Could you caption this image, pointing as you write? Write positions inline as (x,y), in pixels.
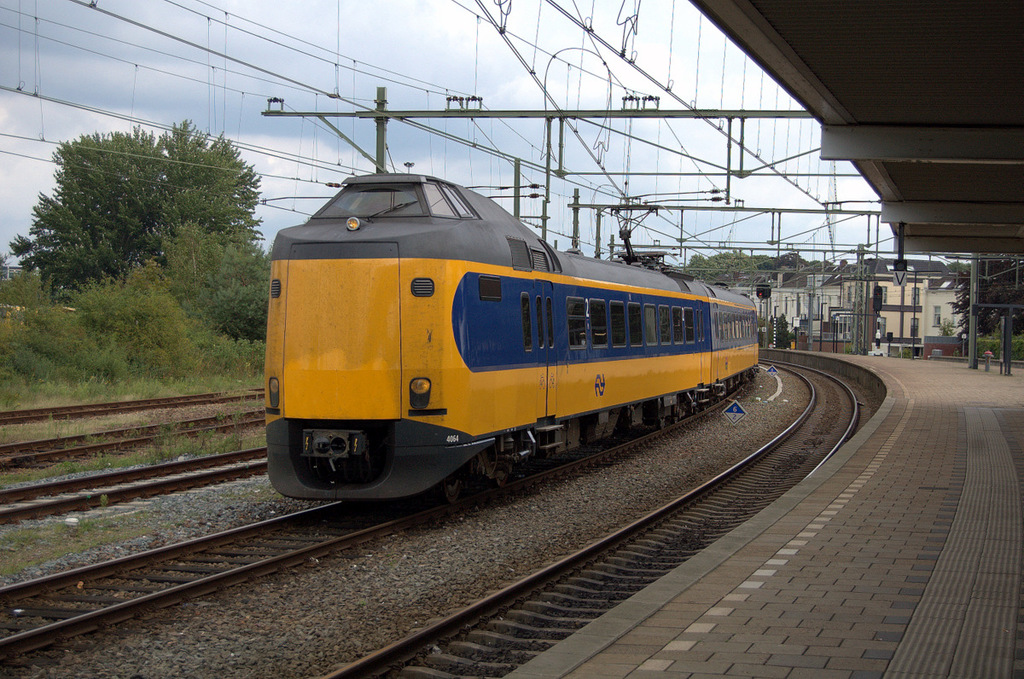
In this picture we observe a yellow train (350,370) which is on the track (714,410) and in the background (250,219) we observe trees (257,296) and there are cables (622,191) over the train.
